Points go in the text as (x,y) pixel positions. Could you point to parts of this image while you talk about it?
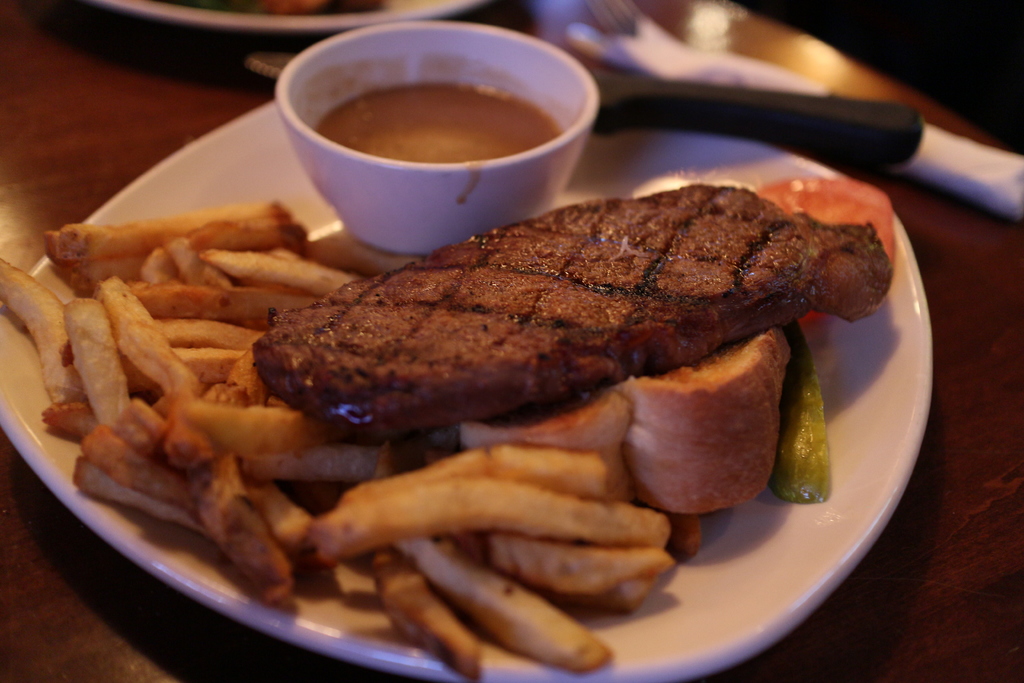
In the image on the wooden surface (162,148) there is a plate (872,518) with french fries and some other food items (304,374) and also there is a bowl (557,176) with sauce (403,122) in it. There are some other things (697,49) in the background (923,159).
